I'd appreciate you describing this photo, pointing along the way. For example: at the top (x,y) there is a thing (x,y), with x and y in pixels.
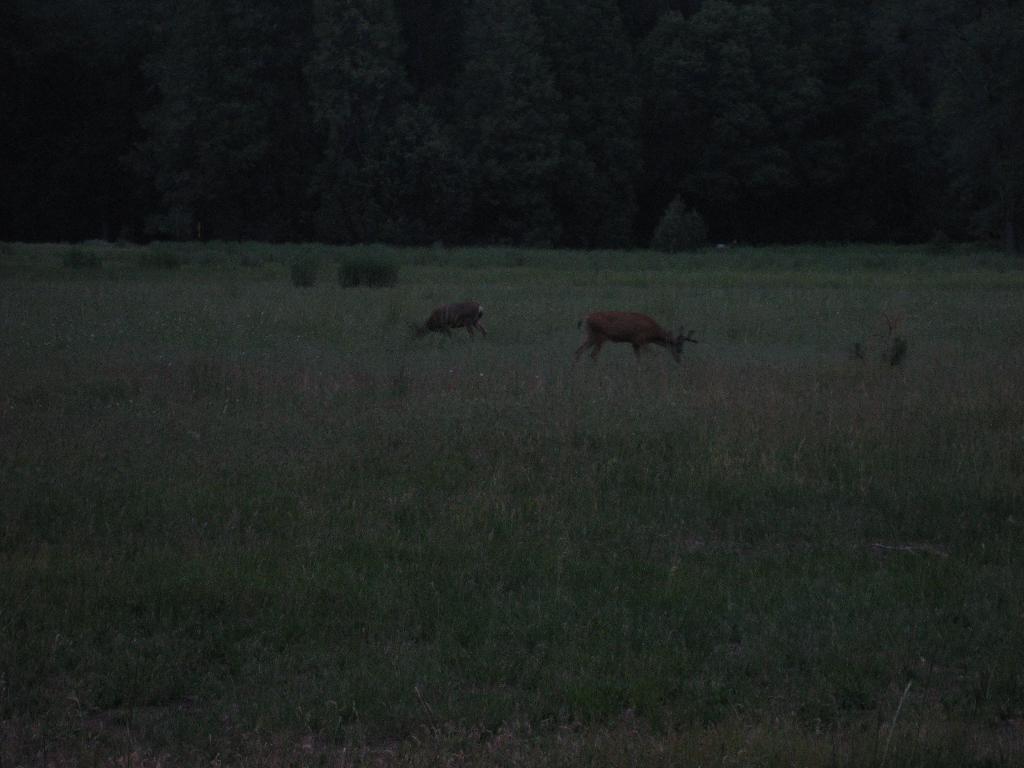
In this image there are deers (448,324) grazing in a field (768,271), in the background (275,151) there are trees (693,73).
